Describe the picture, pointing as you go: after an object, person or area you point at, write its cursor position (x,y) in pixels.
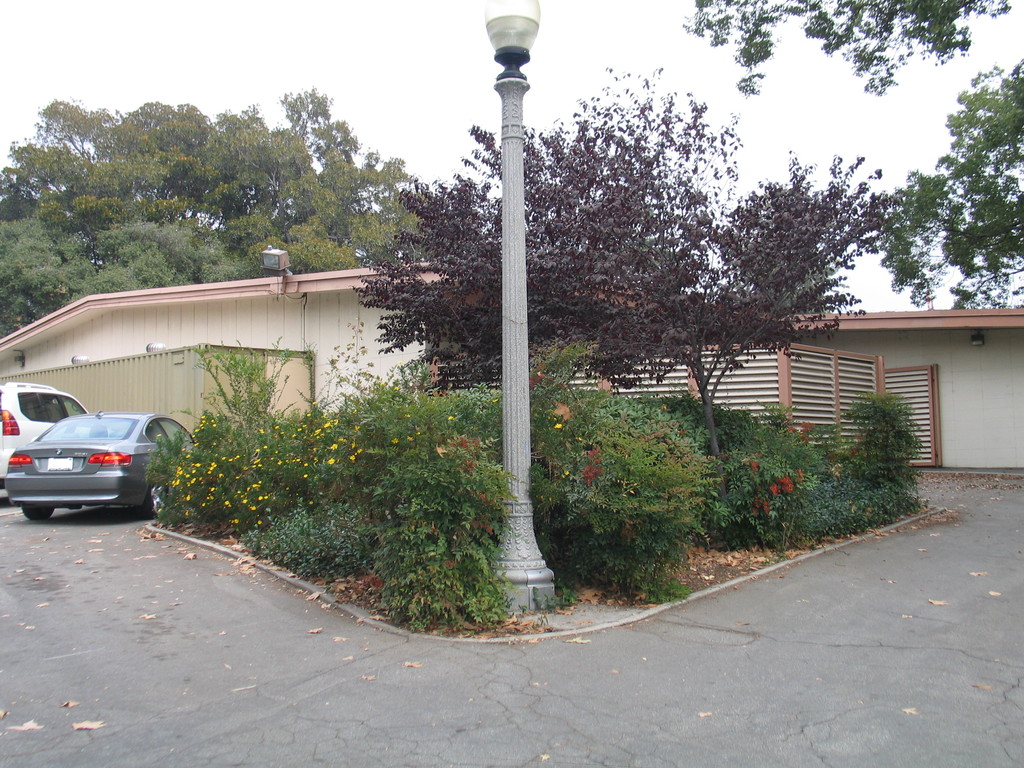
There is a pole (505,182) with a light (527,31). Near to that there are plants (637,426) and a tree (715,336). Also there is a road (235,650). On the left side (44,418) there are vehicles (41,426). In the back (322,331) there is a building (317,278) with light (274,255). In the background (300,157) there are trees (976,206) and sky (664,76).
